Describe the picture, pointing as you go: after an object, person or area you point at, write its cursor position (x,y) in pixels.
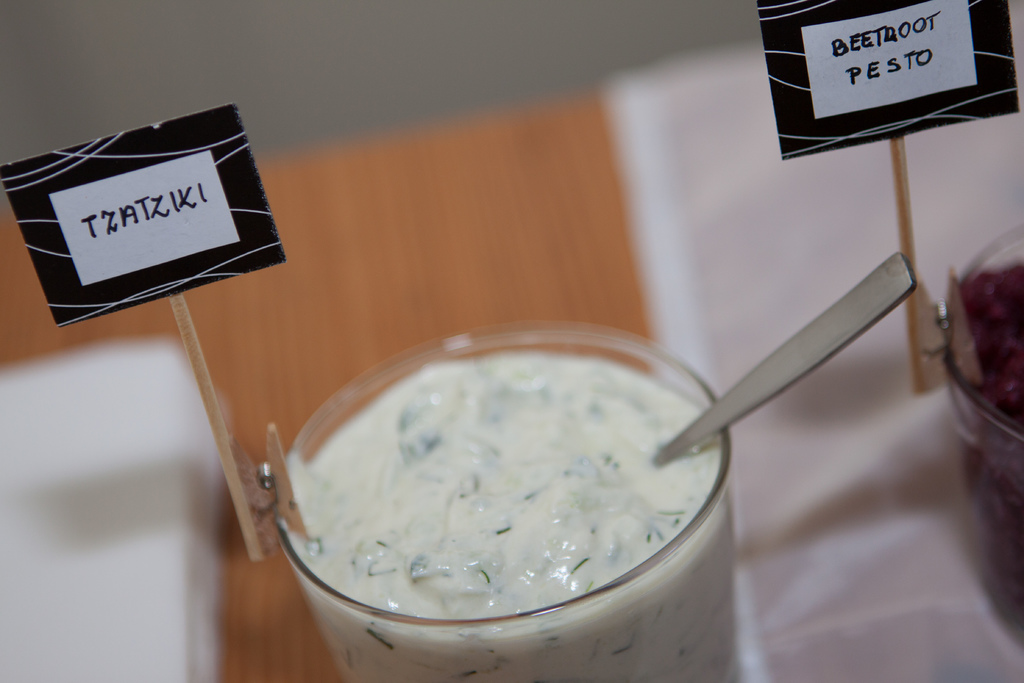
At the top of the image (389,59) there is a wall (221,39). In the middle of the image (367,284) there is a table (316,286) with two glasses of dips (562,505) and a spoon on the table (445,252). There are two name boards (169,175) on the table (251,391).
